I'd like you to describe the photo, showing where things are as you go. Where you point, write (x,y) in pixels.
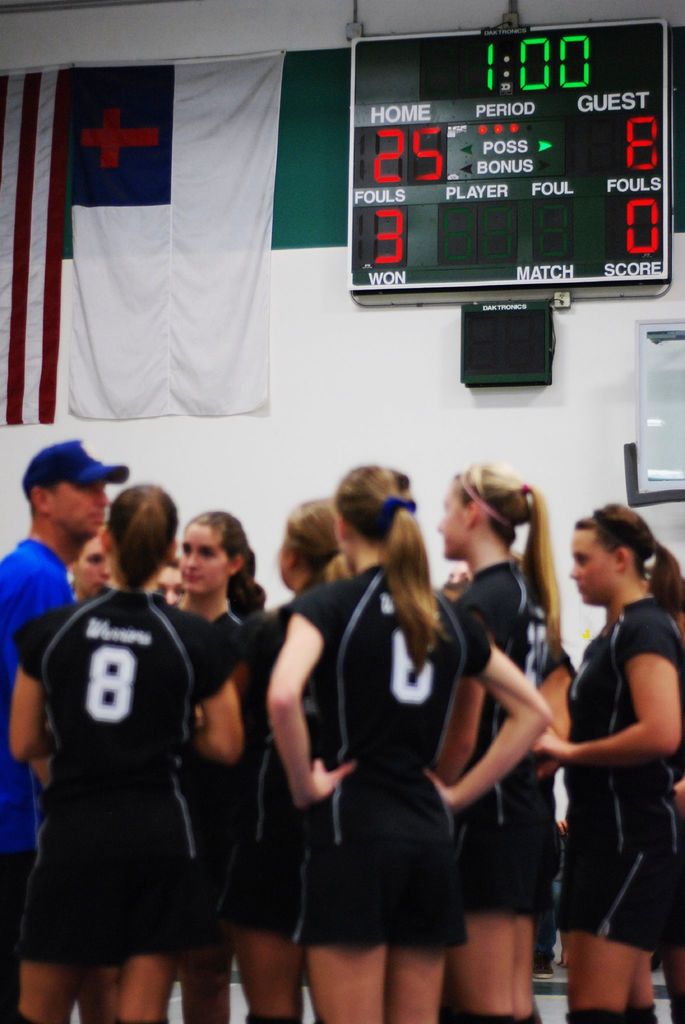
In this image we can see so many girls (389,629) are standing. They are wearing black color dresses (520,648). There is a man (11,765) on the left side of the image (9,773). At the top of the image (602,254), we can see a digital board (475,193) and flag (232,253). In the background (310,398), there is a white color wall (278,442).
